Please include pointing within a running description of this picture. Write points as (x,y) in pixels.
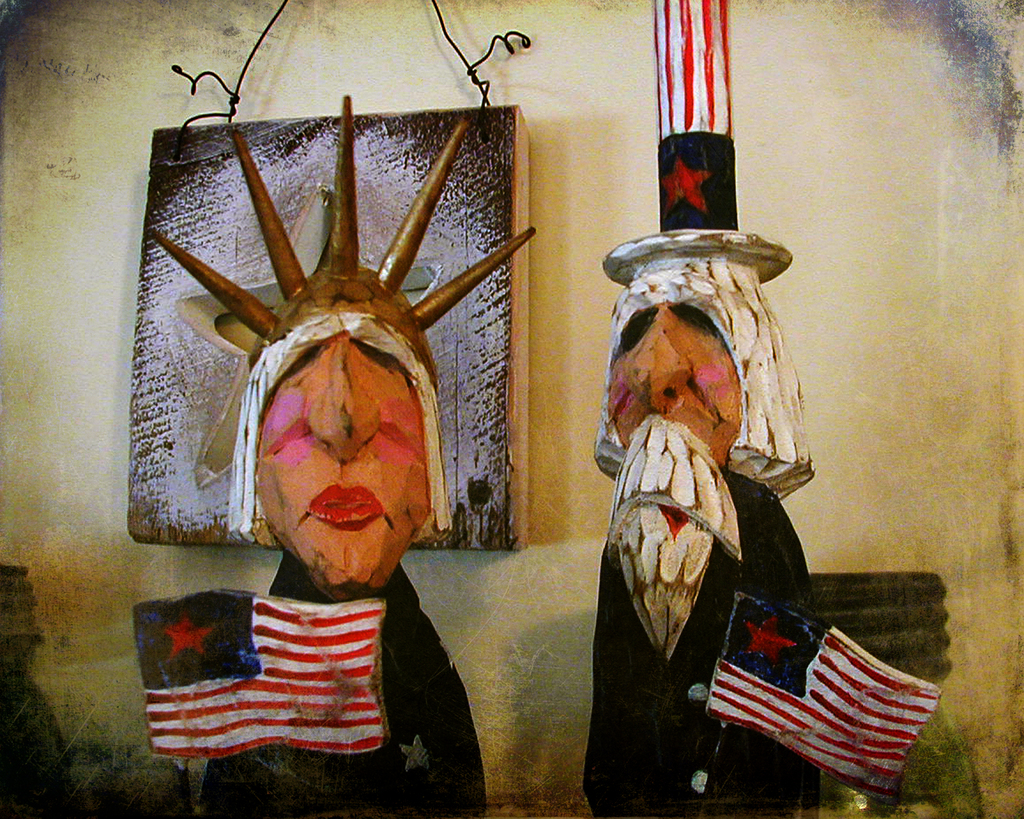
In this picture we can see two wooden carvings (402,522), in the background (876,386) there is a wall (891,379), we can see wire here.
